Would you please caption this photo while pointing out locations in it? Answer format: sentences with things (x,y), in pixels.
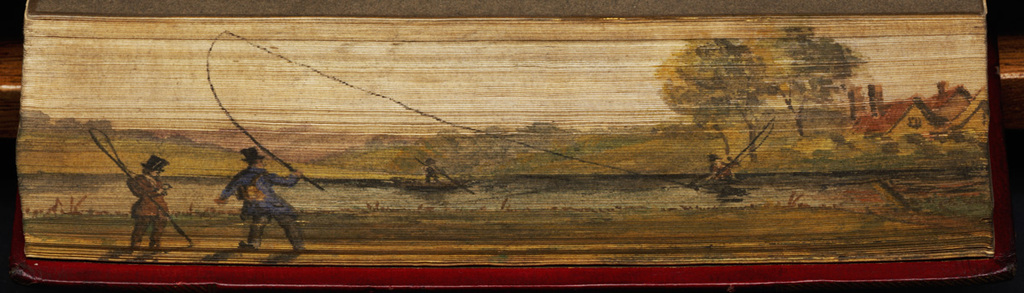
In this image we can see some persons (251,189) holding fishing nets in their hands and at the background of the image (719,121) there are some houses (887,122) and trees (735,107).
